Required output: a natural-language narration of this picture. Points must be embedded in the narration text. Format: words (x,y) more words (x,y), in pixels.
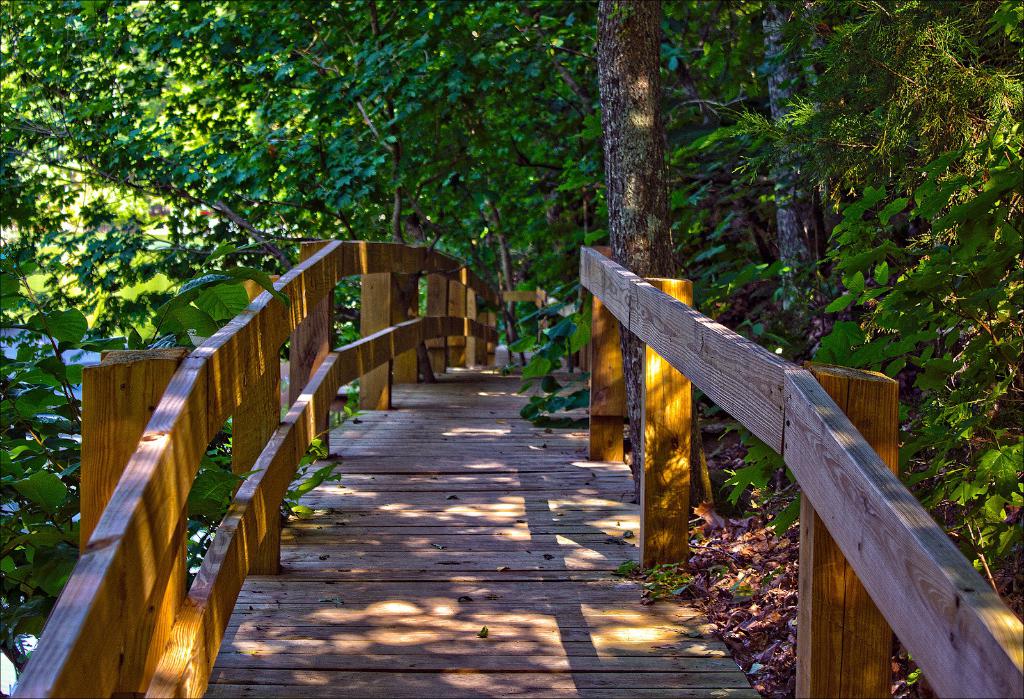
In the center of the image (668,307) we can see a garden bridge (428,551). In the background (952,243) there are trees (541,156).
